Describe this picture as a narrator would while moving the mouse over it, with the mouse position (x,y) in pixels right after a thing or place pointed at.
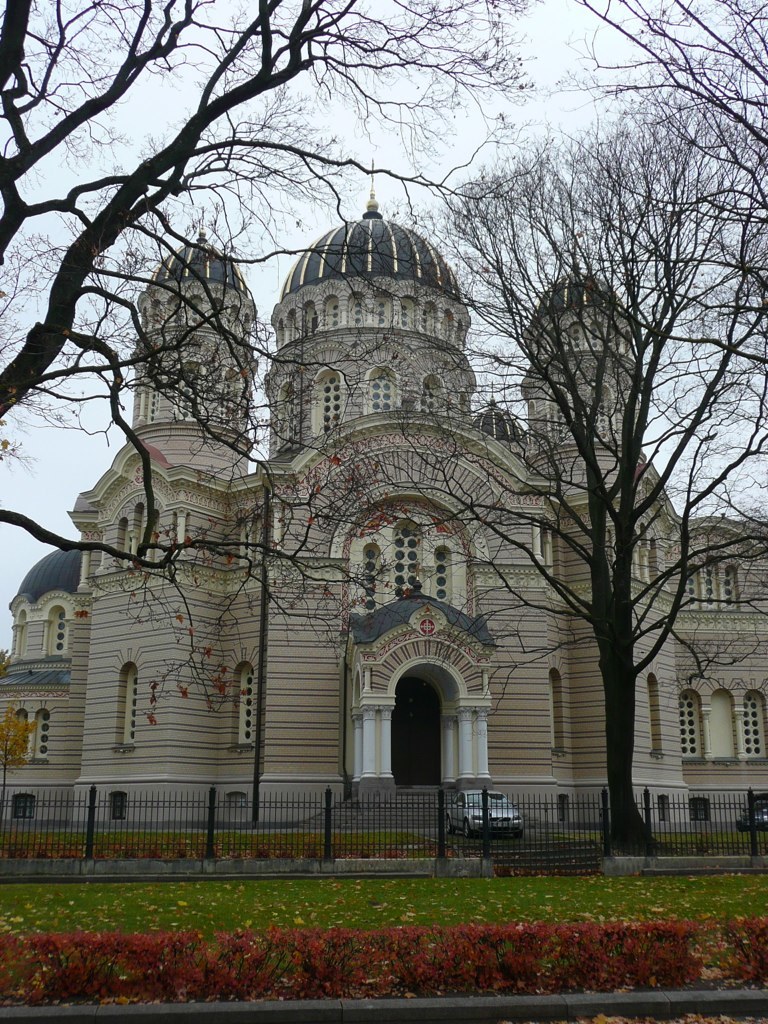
In the background of the image (356,428) there is a building (458,725). There is a car (506,805). There is a metal railing (213,801). At the bottom of the image (138,884) there is grass (103,927), plants (34,982). In the center of the image (280,360) there are dried trees (467,246).
